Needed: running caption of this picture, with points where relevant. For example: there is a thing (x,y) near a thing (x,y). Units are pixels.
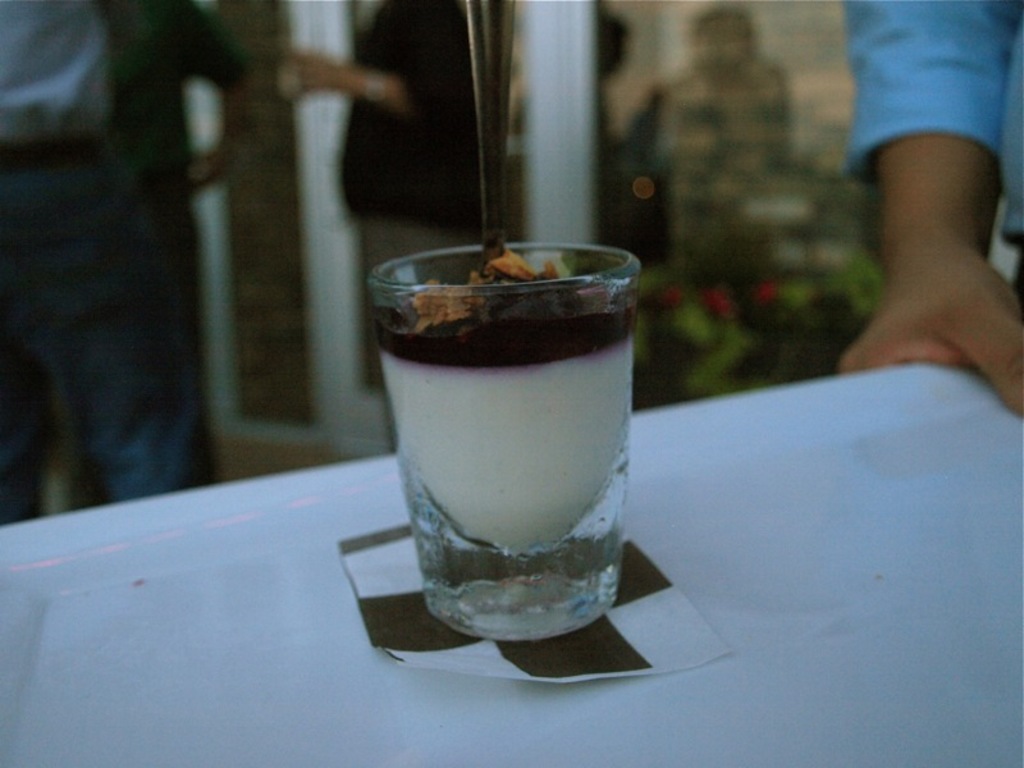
At the bottom of the image (164,611) there is a tray (965,392) with glass (483,501). Inside the glass (515,428) there is an item (490,299) with a spoon (501,121) in it. Under the glass (427,558) there is a tissue (380,579). In the top right corner of the image (909,100) there is a person hand (945,306) holding the tray (912,367). In the background (48,111) there are few people (35,147) standing and also there is a glass door (272,294).
